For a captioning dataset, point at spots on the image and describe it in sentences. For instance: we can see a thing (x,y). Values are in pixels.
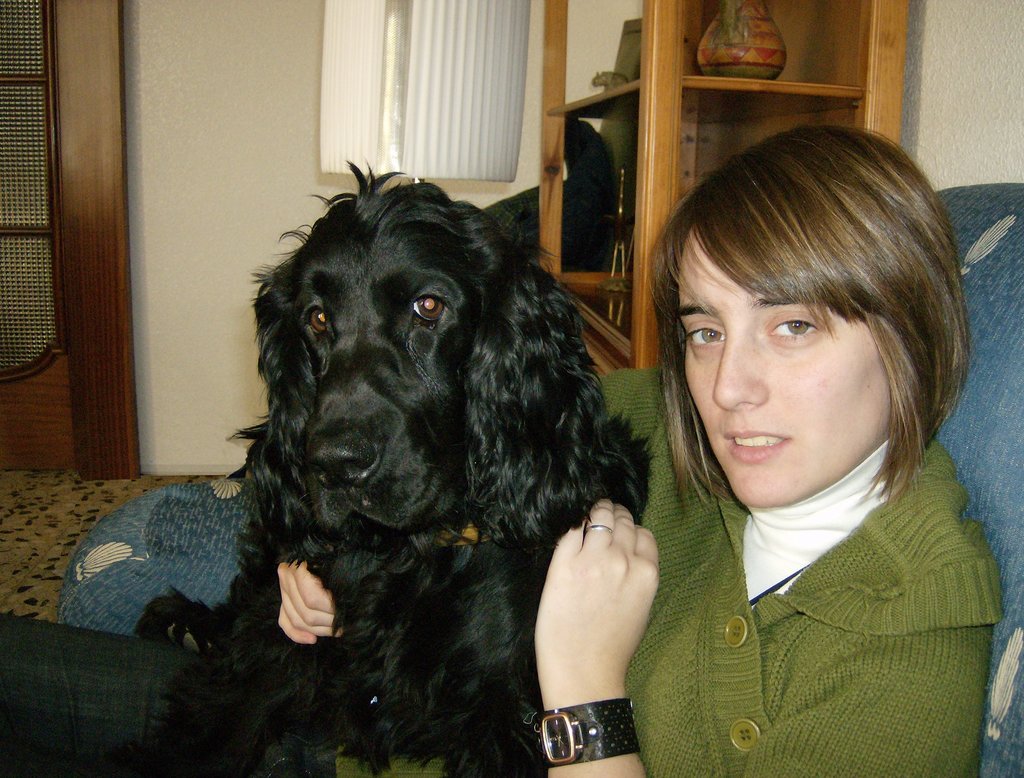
In the picture I can see a dog (527,558) which is black in color, a woman (801,585) wearing green color sweater (792,665) sitting on a couch (1001,481) holding dog (412,382) in her hands (602,521) and in the background of the picture (229,146) there is cupboard (662,35) in which some objects (736,46) are arranged and there is a wall (199,196).
